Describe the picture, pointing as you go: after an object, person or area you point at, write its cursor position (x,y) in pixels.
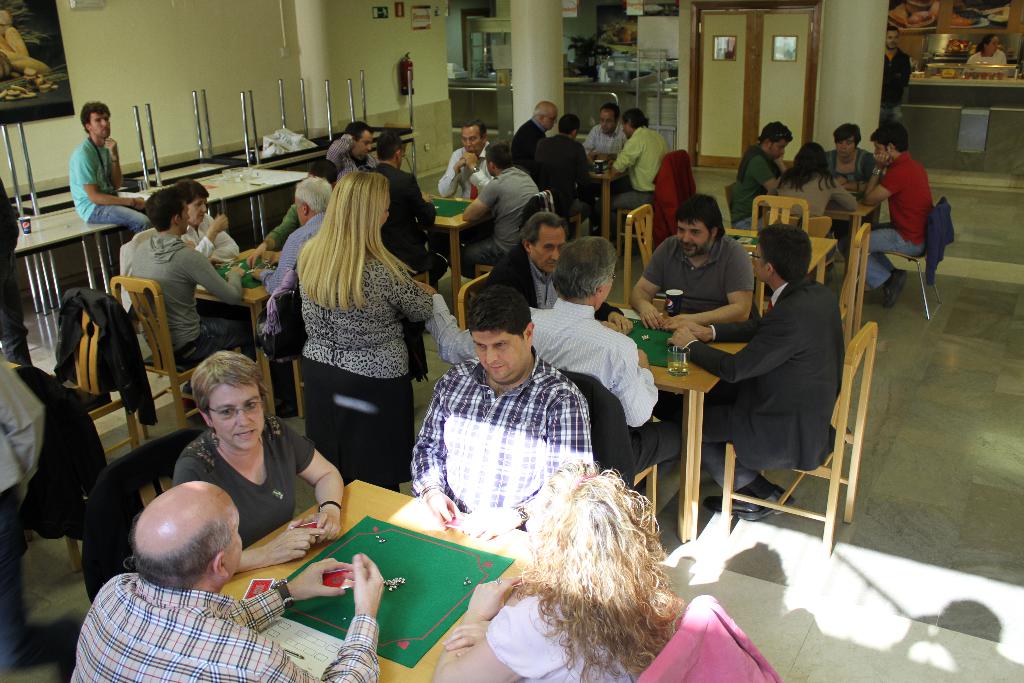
This is a picture of a cafeteria (142,440), where there are many people (200,569) seated in chairs (151,315) and a woman (356,314) standing in the center of the image (349,377). They are playing some game (402,574) on the table (414,538). On the left (31,277) there are many tables (210,156). On the top right (982,66) there is a counter (973,70) and a person (999,49) standing. In the center of the background (661,77) there is a door (749,79) and a kitchen (626,79).
